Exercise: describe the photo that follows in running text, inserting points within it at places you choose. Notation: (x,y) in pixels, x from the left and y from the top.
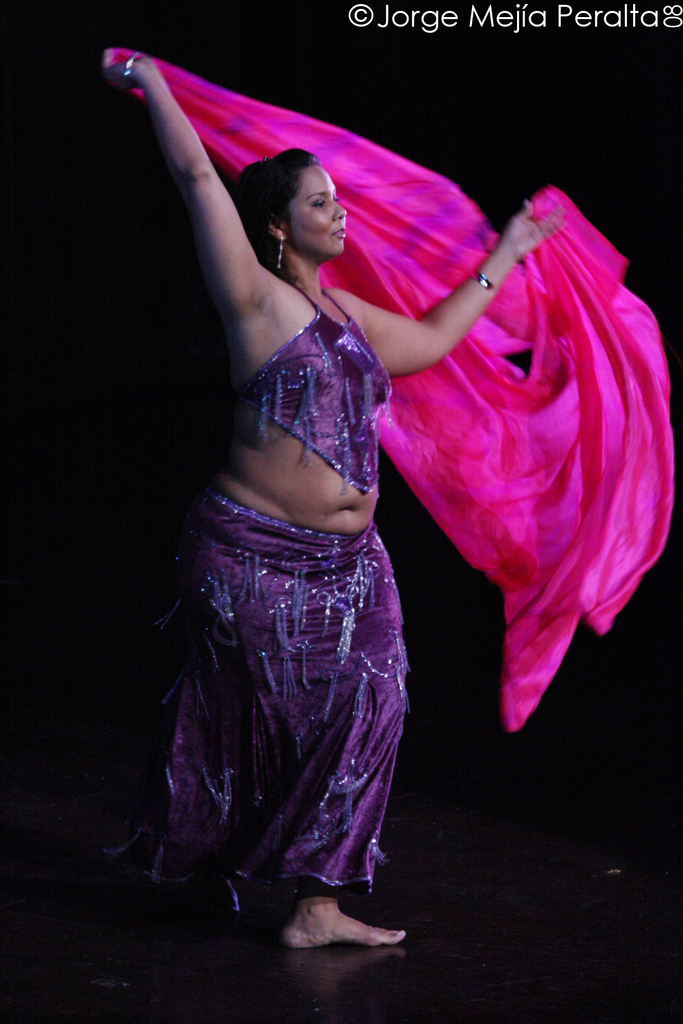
In the middle of the image (290,570) there is a lady (299,235) with violet color dress (308,718) is standing and holding the pink cloth (585,511) in her hands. And to the top right corner of the image (547,18) there is a name (612,25).
